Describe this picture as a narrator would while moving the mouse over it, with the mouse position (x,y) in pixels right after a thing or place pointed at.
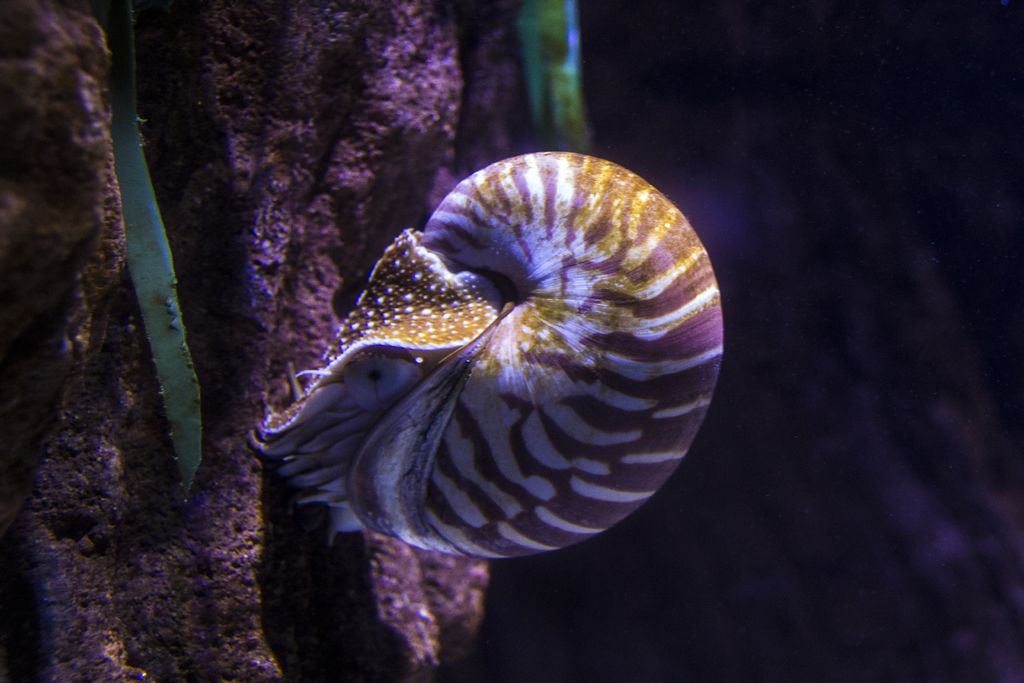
In this image there is a Chambered nautilus (475,340) in the water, beside it there is a rock (232,283).
